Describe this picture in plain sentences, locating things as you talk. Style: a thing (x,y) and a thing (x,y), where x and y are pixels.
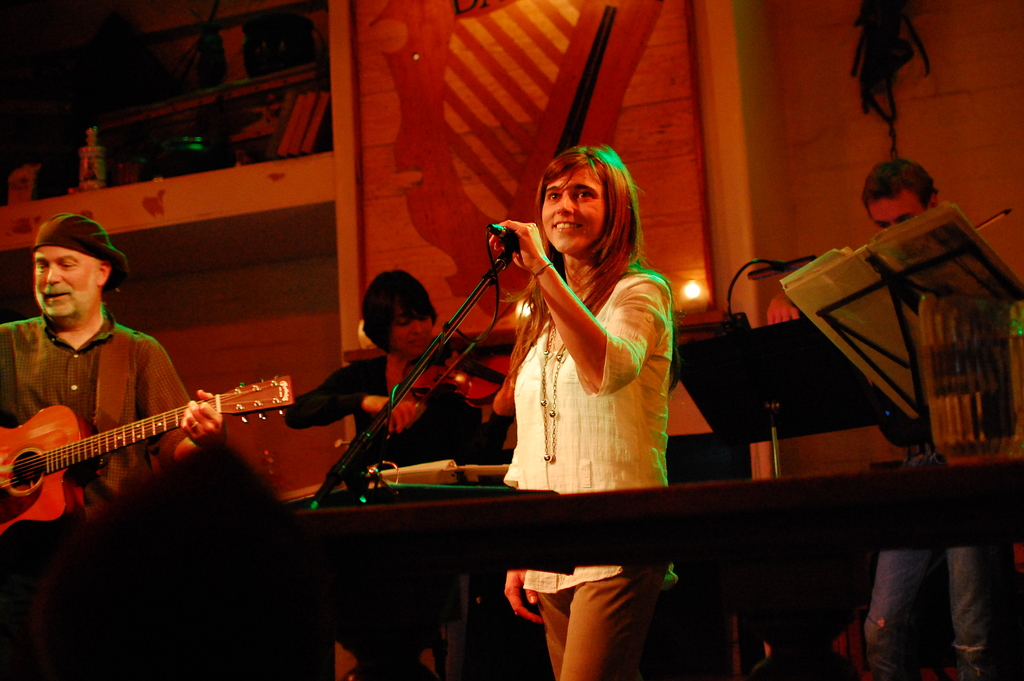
As we can see in the image there is a wall (708,20) and few people (105,245) playing different types of musical instruments (496,363).
